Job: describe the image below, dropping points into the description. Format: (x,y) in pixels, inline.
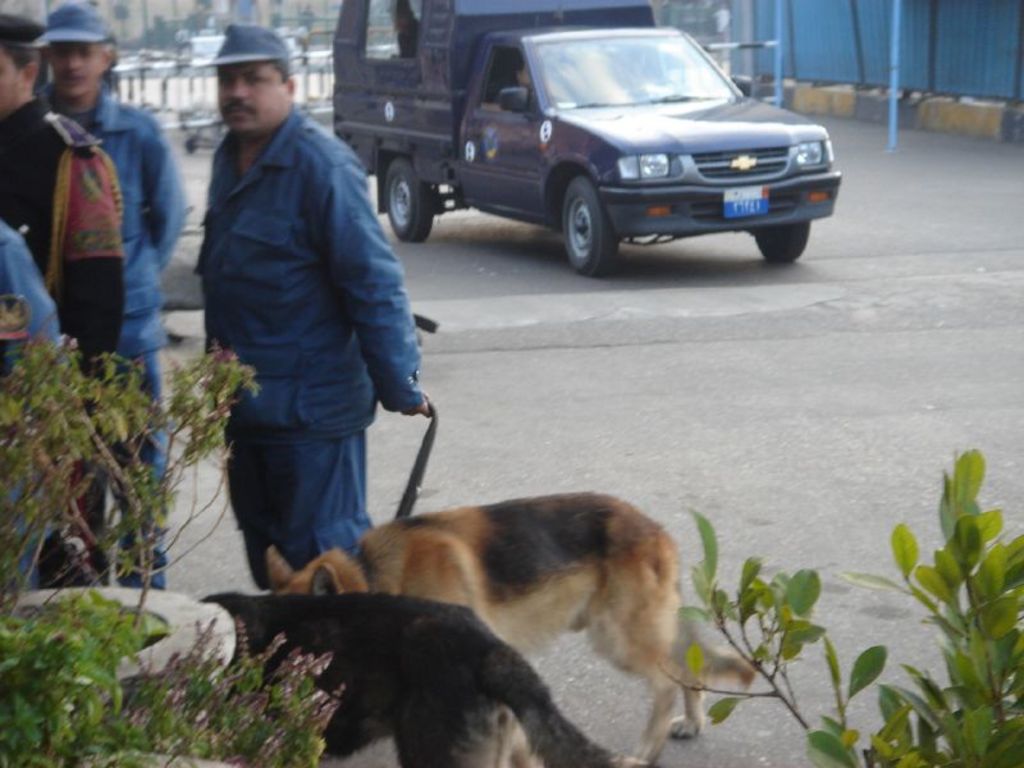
In this image there are two dog (436,661) and four men (201,268), in the bottom left (212,706) there are plants (237,733) and in the bottom right (909,725) there is a plant (980,703), in the background (522,170) there is a van (684,183) on the road (945,363).
